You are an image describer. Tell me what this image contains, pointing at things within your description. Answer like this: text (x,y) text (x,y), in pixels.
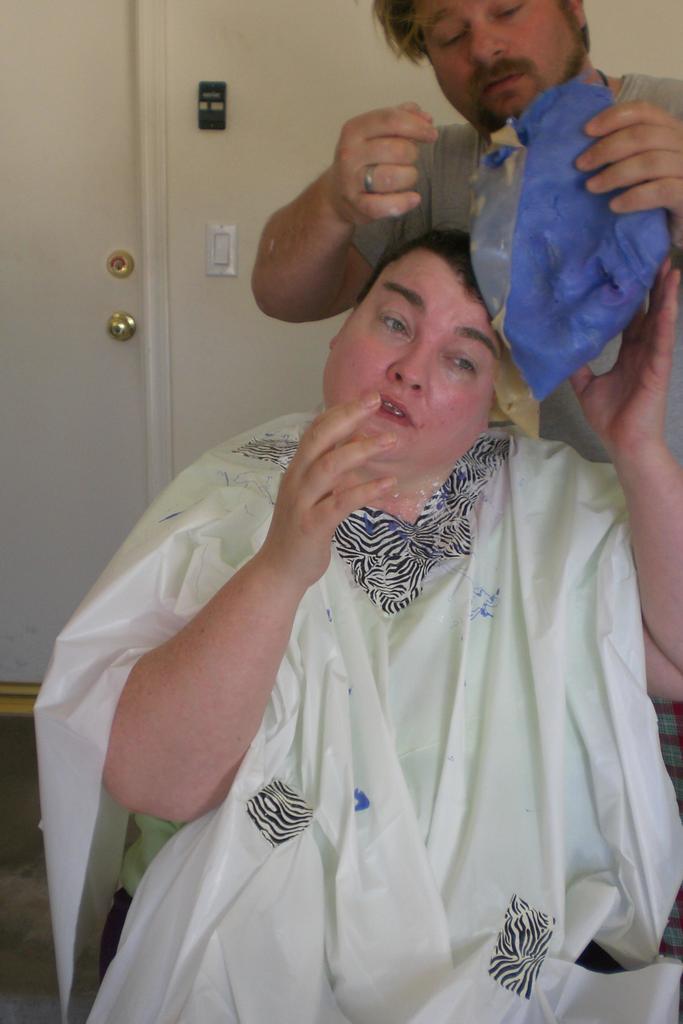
In this image we can see one door (131,339) with knob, two objects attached to the wall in the background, it looks like a carpet (22,847) on the floor (25,855), one man (545,701) sitting and touching an object (600,344) in the middle of the image (249,646). There is one man (453,34) standing and holding an object (534,310) on the right side of the image (677,174).
